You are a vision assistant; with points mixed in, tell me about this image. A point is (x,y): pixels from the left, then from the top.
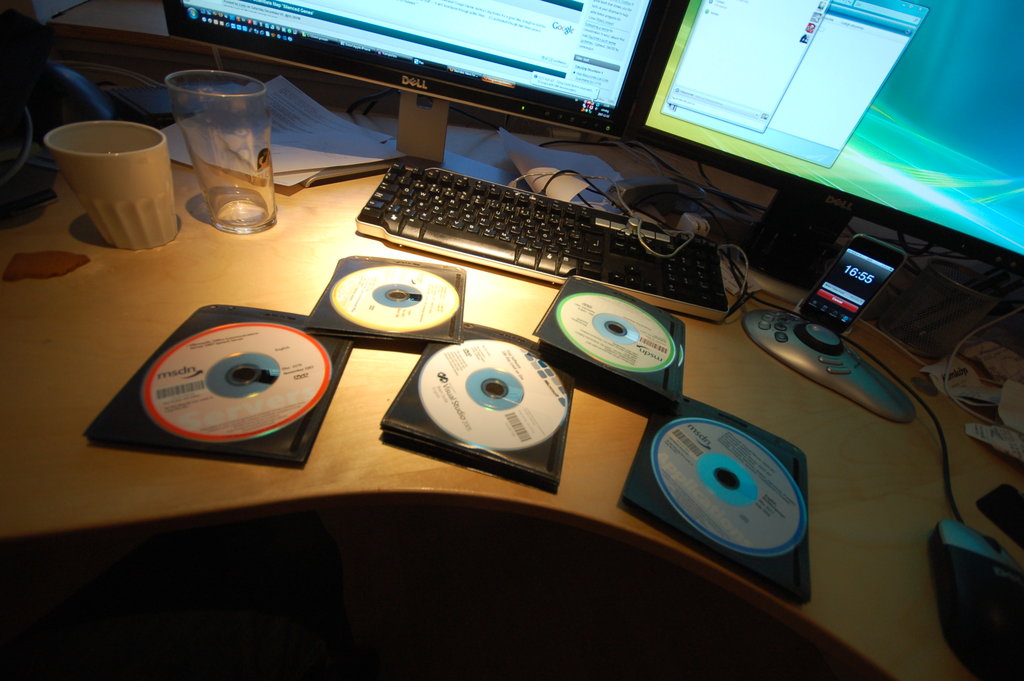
In this image on top of it there is a monitor (598,26). Before there is a keyboard (694,279), mouse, joystick (791,341), mobile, and some compact discs (302,390), glass (209,123), cup (173,214). Behind there is some papers (509,161).
